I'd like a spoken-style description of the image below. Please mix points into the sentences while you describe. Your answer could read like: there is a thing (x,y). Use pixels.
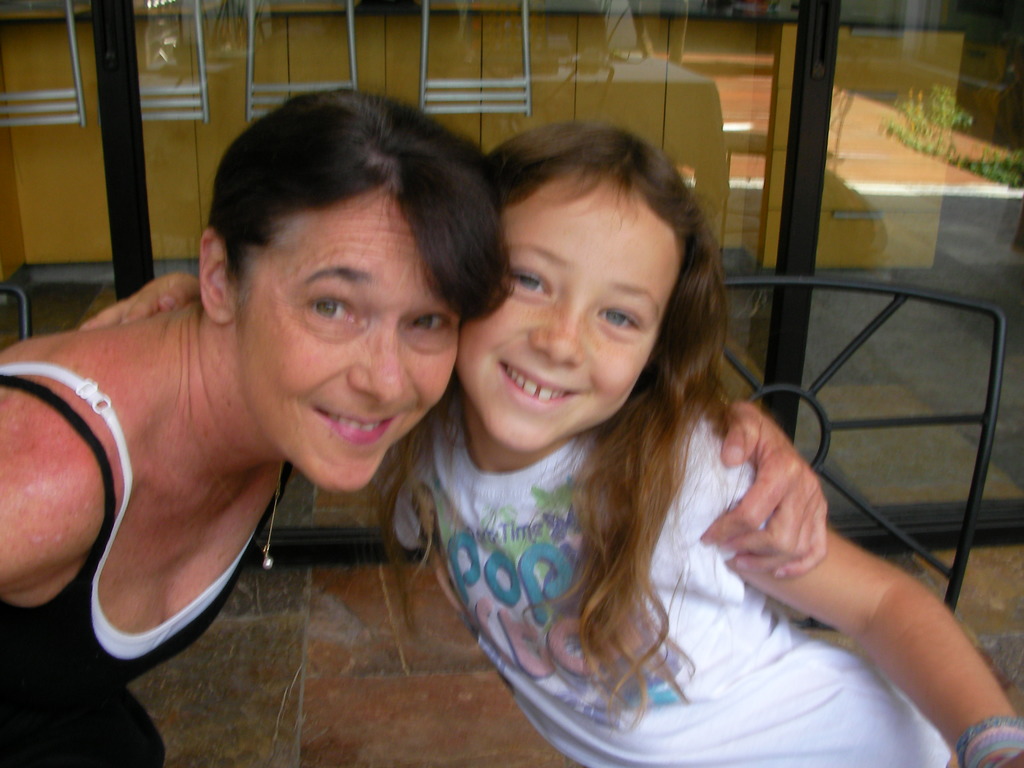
In this image we can see a lady (196,517) and a girl (709,594), both of them are smiling. In the background of the image (666,144) we can see a glass door (833,209).
